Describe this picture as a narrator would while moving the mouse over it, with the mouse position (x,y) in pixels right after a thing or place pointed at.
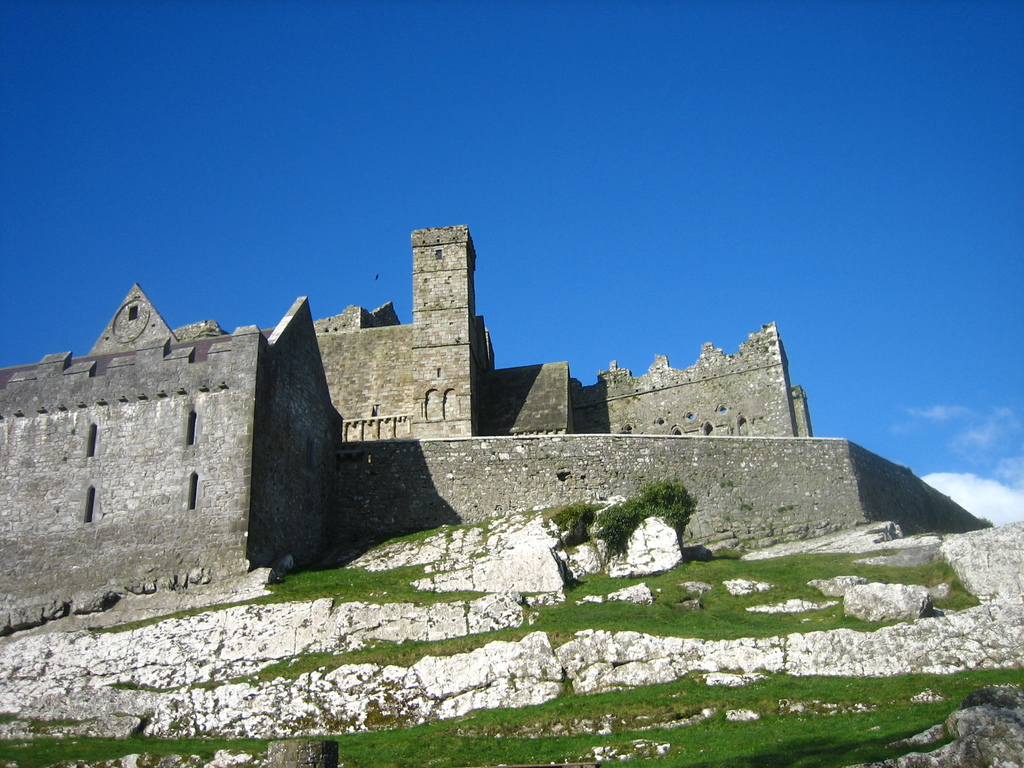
In this picture I can observe a monument (442,401). There is some grass (644,611) on the land (636,632). In the background (648,220) there is sky (340,147).
